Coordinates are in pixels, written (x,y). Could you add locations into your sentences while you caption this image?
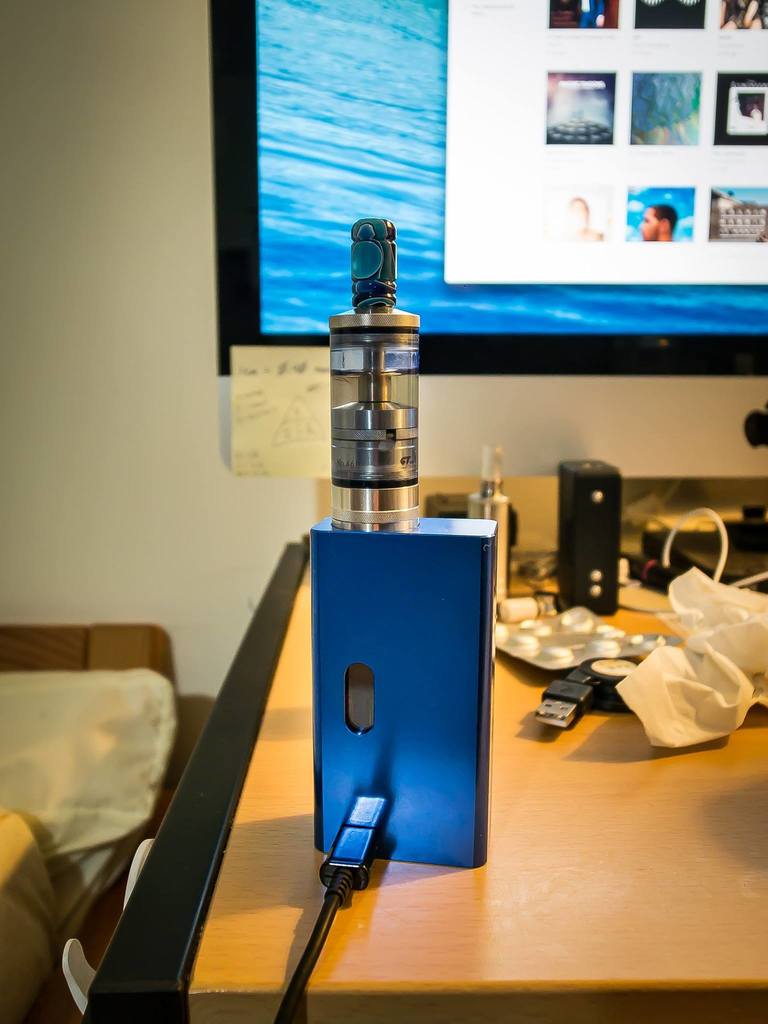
In the foreground of this image (390,570), there is a gadget (407,844) on the wooden surface (633,945) which also includes tablet sheet (582,631), cable (586,671), tissue (716,691) and few objects (592,586) on the surface (591,909). In the background (671,284), there is a screen (447,272) and a paper (321,368) pasted to it and also a bed (60,781) like an object (67,846).
